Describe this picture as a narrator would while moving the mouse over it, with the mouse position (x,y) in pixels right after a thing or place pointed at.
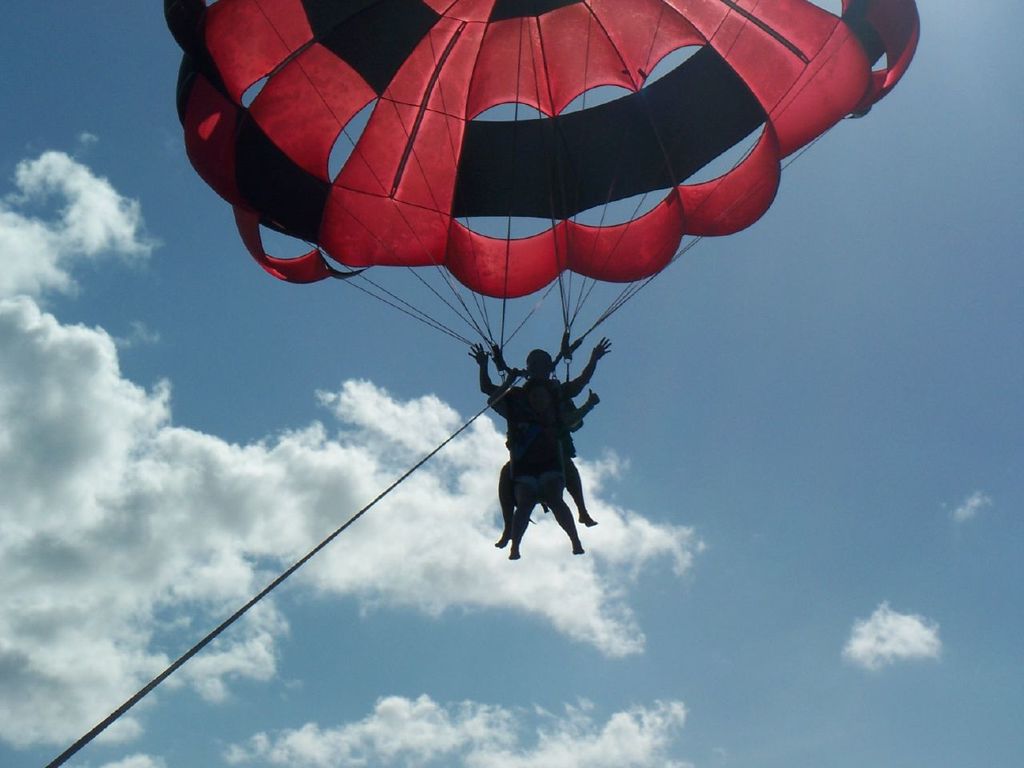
In this image we can see two people (520,392) paragliding. We can also see the ropes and the sky (380,614) which looks cloudy.
